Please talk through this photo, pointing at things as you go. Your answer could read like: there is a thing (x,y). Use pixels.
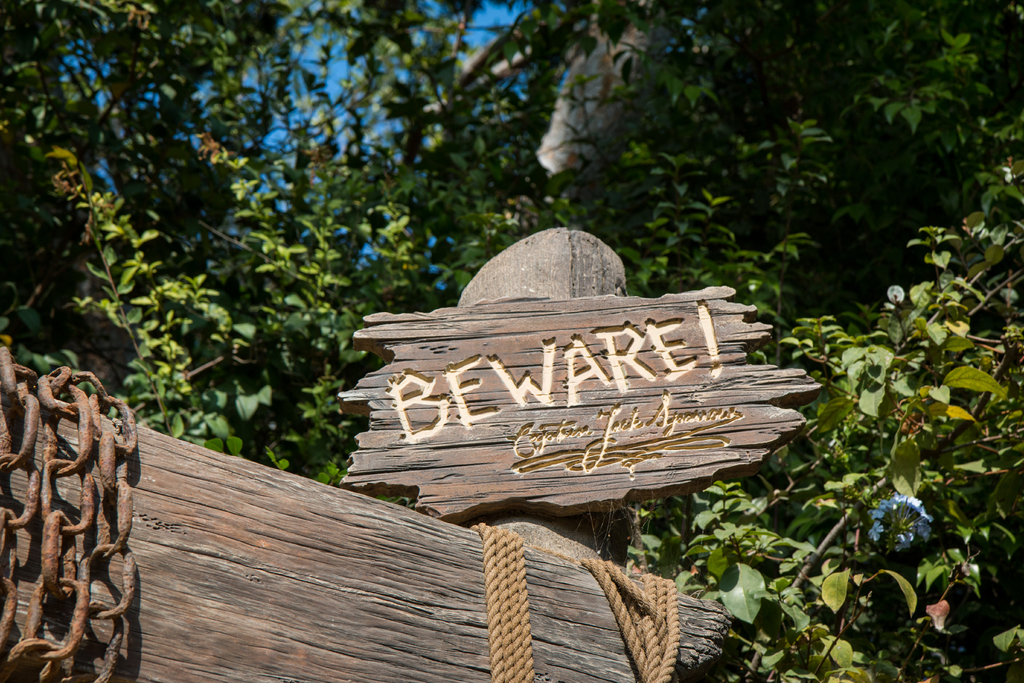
In this image we can see the wooden board (566,332) on which some text (576,351) is carved. Here we can see ropes (631,609), chain (62,644) and a wooden stick (572,261) here. In the background (826,138), we can see trees (552,209) and the sky (334,105).
